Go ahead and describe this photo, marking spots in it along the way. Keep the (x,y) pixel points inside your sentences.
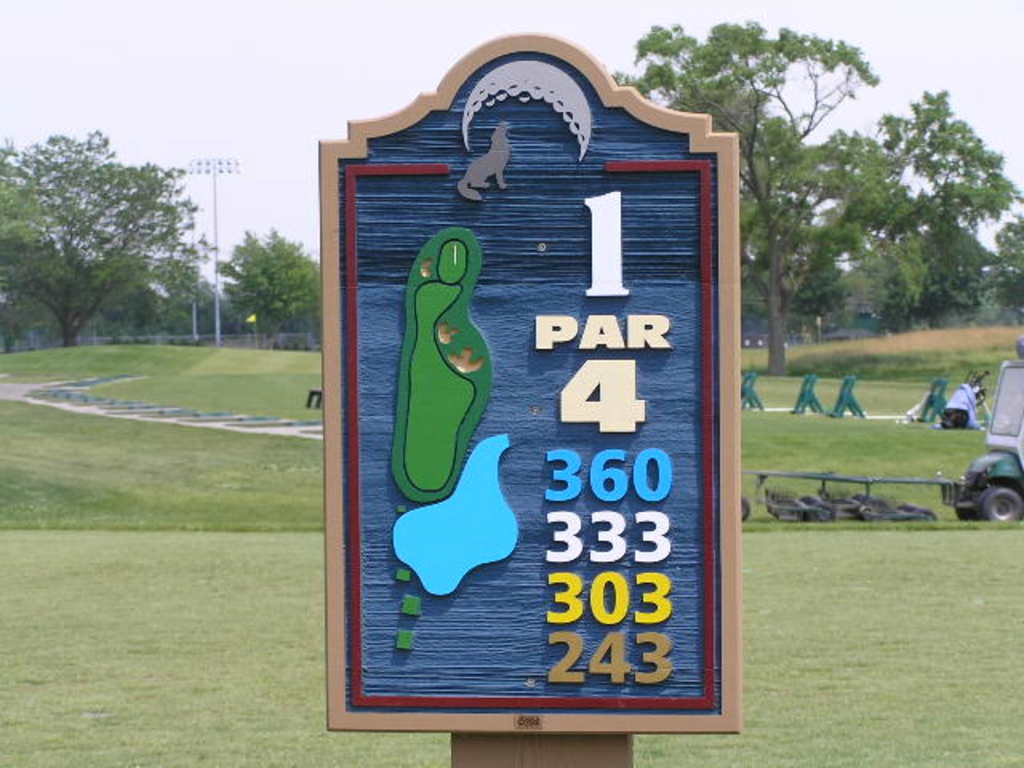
In this image we can see a board (583,372) with some numbers (614,420). On the backside (761,460) we can see a truck (1006,379), benches (840,406), grass (859,461), trees (787,257), light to a pole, fence (280,337) and the sky (301,118) which looks cloudy.
